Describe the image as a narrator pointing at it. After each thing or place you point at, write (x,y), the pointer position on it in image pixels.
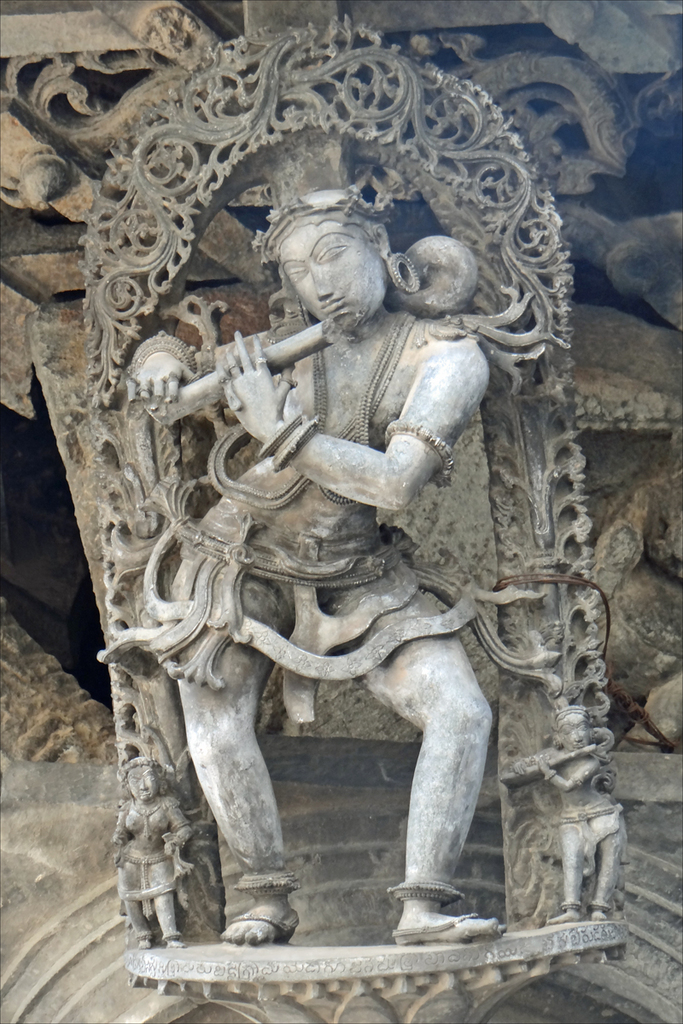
This picture is consists of a sculpture (316,596).
